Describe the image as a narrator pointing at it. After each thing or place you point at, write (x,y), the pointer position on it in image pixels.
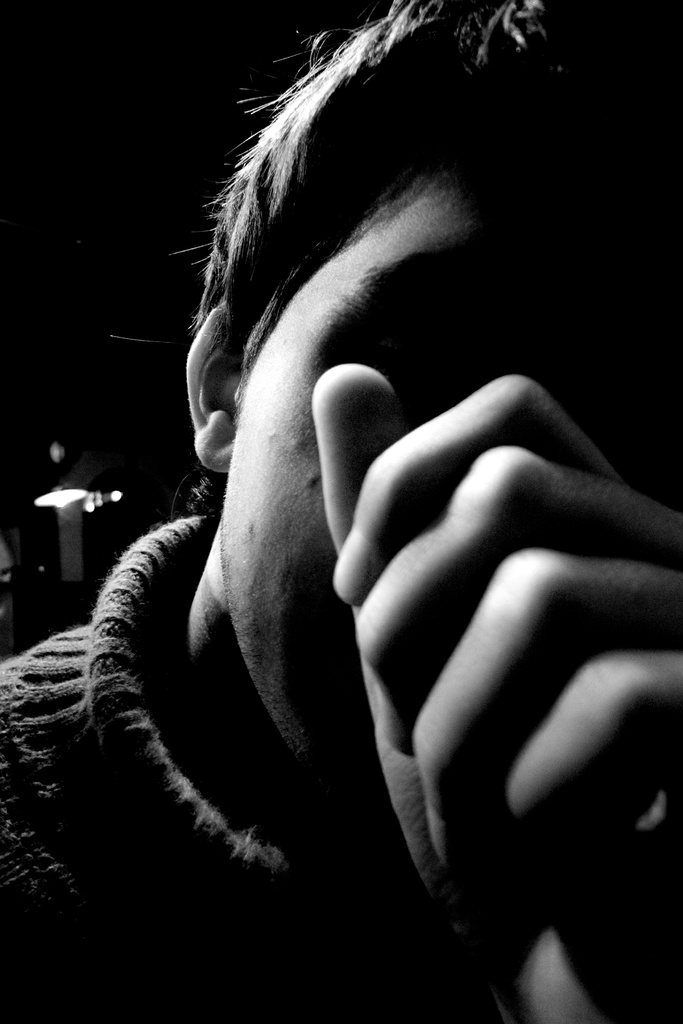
This is a black and white picture, there is a person (457,355) in the front (344,575) in sweatshirt (150,794), in the back (90,500) there is light (86,494) over the ceiling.
